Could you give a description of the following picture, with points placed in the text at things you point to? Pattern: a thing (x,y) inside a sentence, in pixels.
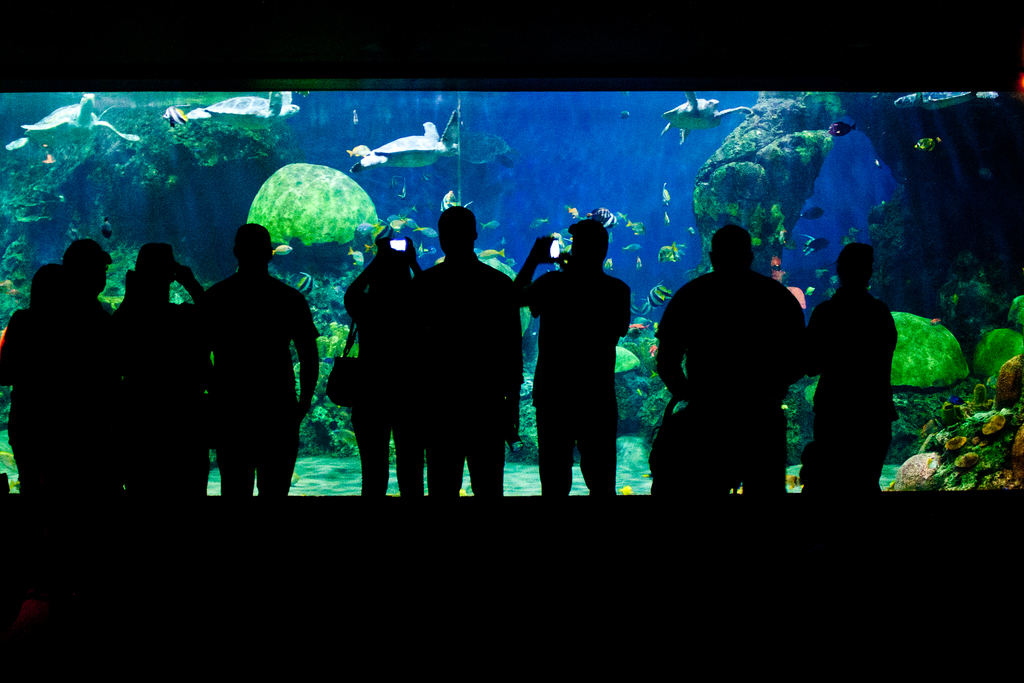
This image consists of few persons (584,396) standing. In the front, there is an aquarium (651,198). In which we can see the turtles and fishes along with the plants (349,219).
